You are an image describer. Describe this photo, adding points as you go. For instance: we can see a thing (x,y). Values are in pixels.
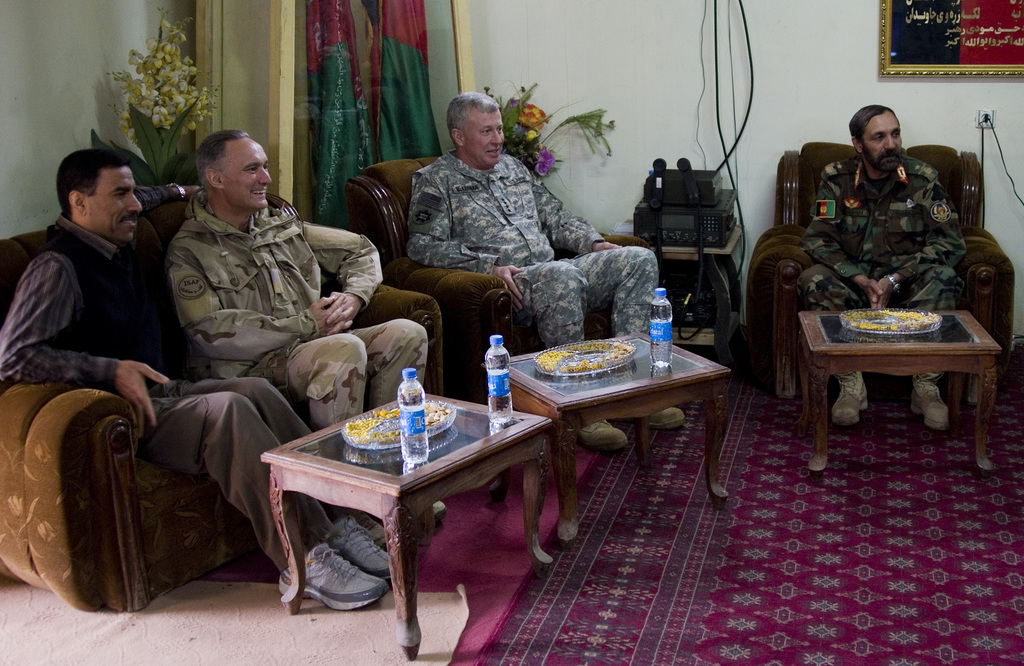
in this image i can see three tables (572,405) on which there is a tray (399,421) and water bottles (405,409). behind that there are four people (271,315). behind them there is a flower pot (184,85) and flags (324,88).
